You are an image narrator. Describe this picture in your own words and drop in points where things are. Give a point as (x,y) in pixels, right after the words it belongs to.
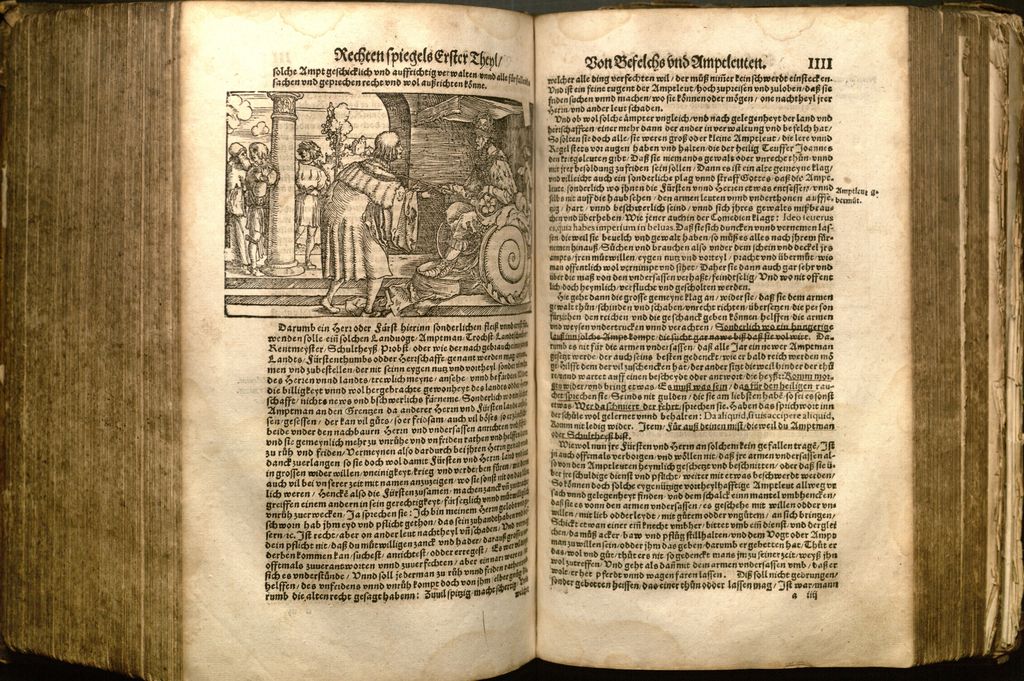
In this image we can see the picture (365,236) and also text (333,485) in the book (388,489).
